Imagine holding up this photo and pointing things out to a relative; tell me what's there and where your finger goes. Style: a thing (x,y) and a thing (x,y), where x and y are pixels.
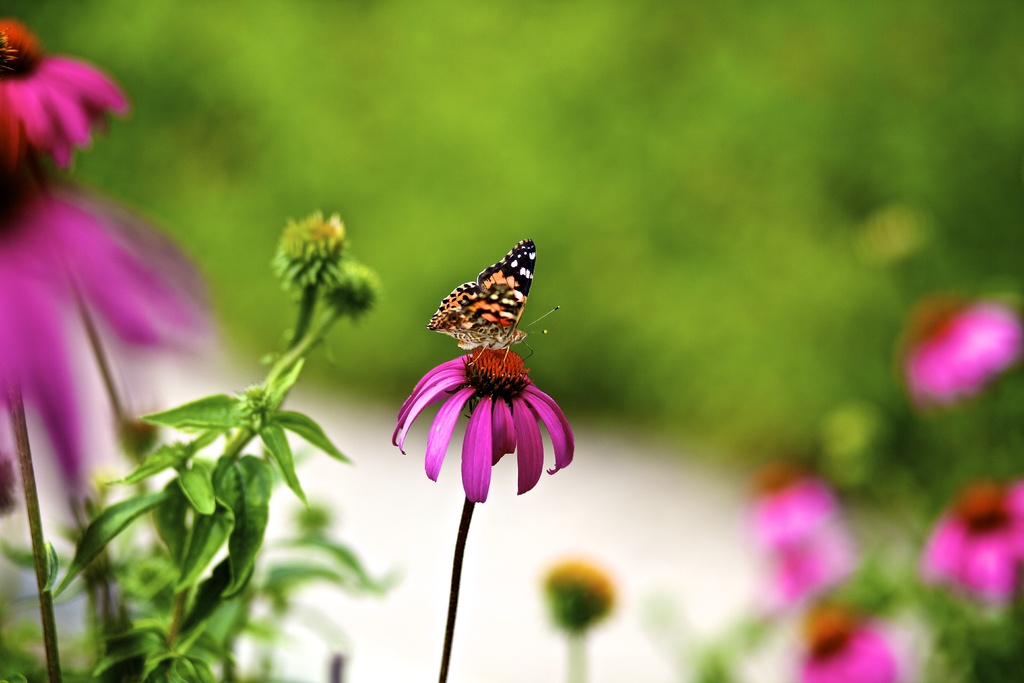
In this picture, we can see a butterfly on a flower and we can see some flowers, plants (959,618) and the background (335,157) is blurred.
